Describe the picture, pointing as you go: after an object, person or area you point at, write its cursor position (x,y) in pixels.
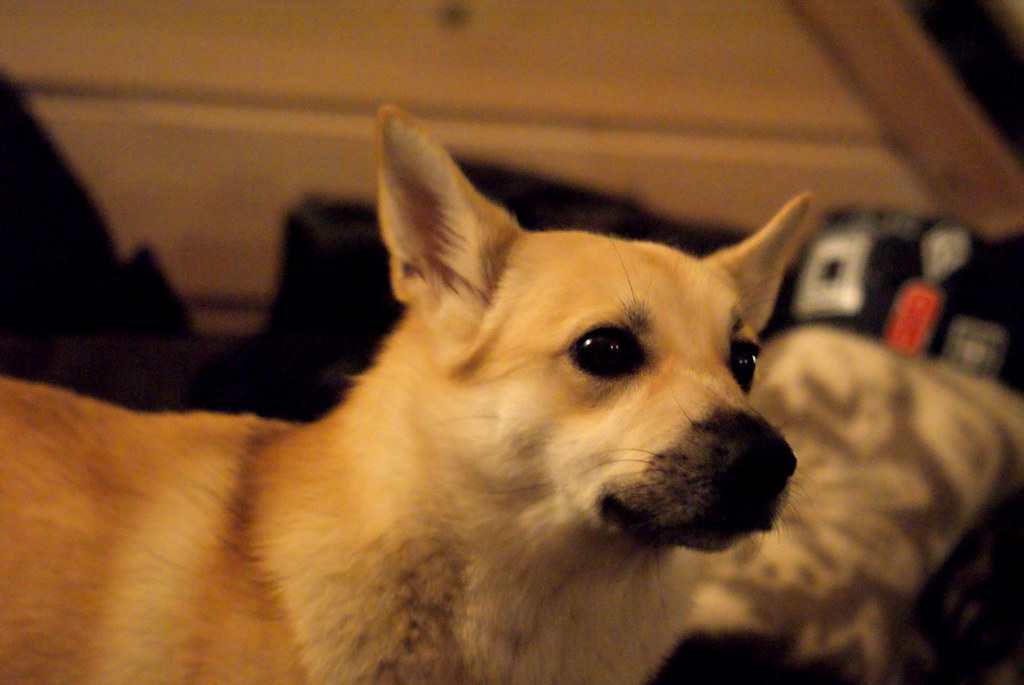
In the center of the image (450,400) there is a dog (369,630). In the background (667,113) we can see wall (361,75).
